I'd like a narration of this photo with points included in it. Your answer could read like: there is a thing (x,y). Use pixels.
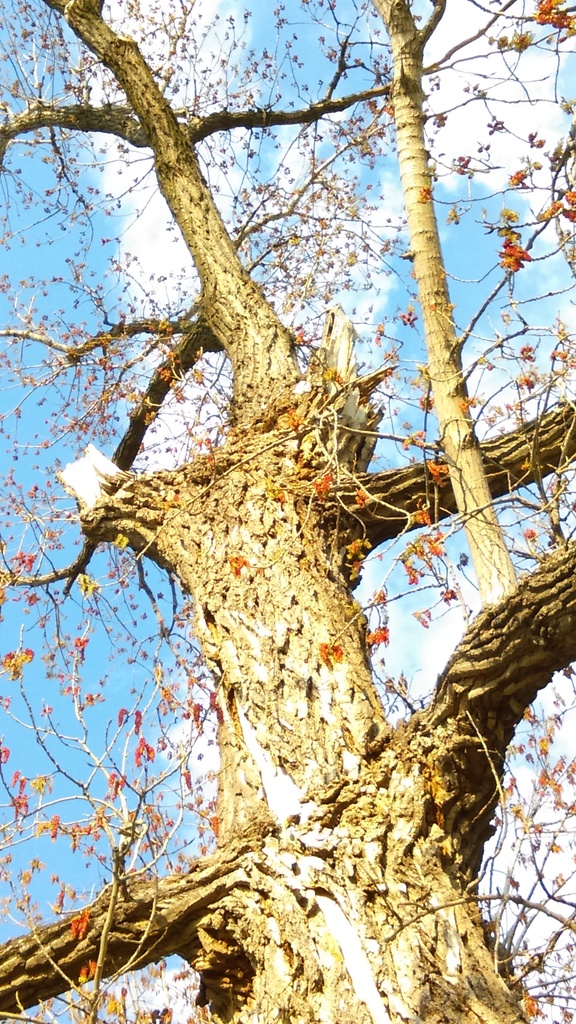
In this picture we can see tree (264,732) and flowers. In the background of the image (481,247) we can see the sky (415,358) with clouds (541,719).
